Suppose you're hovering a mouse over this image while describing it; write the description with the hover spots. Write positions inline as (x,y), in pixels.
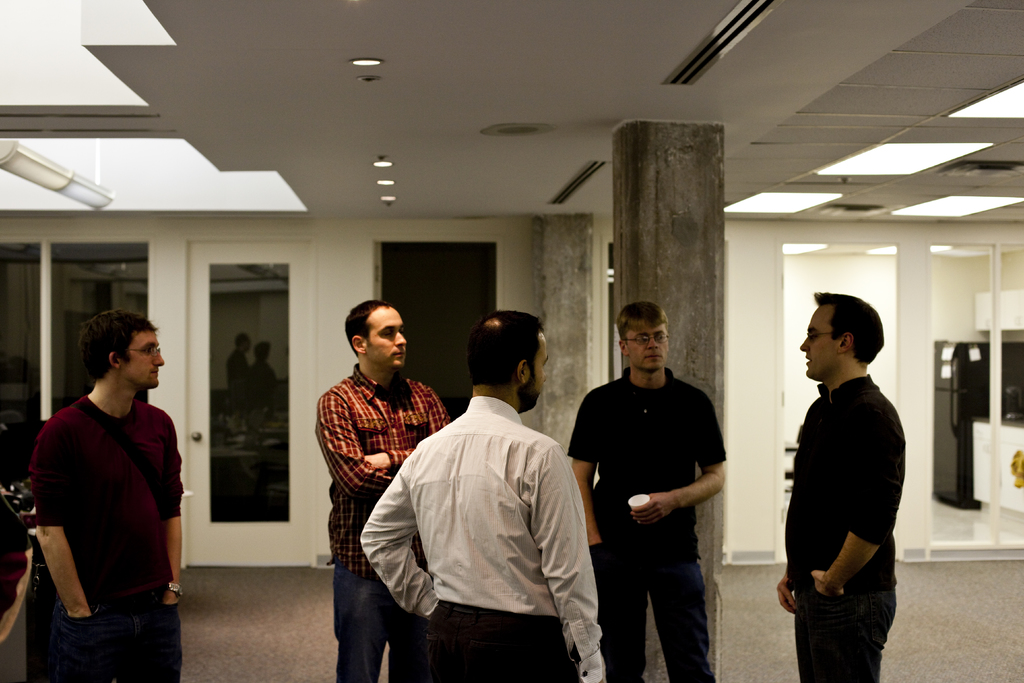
In this picture, we see five men (513,466) are standing. Behind them, we see the pillars (682,255). In the background (328,320), we see a white wall (329,324) and doors (298,332). On the right side (970,473), we see a refrigerator (982,401) in black color. At the top (39,51), we see the ceiling (547,71) of the room (504,171).
